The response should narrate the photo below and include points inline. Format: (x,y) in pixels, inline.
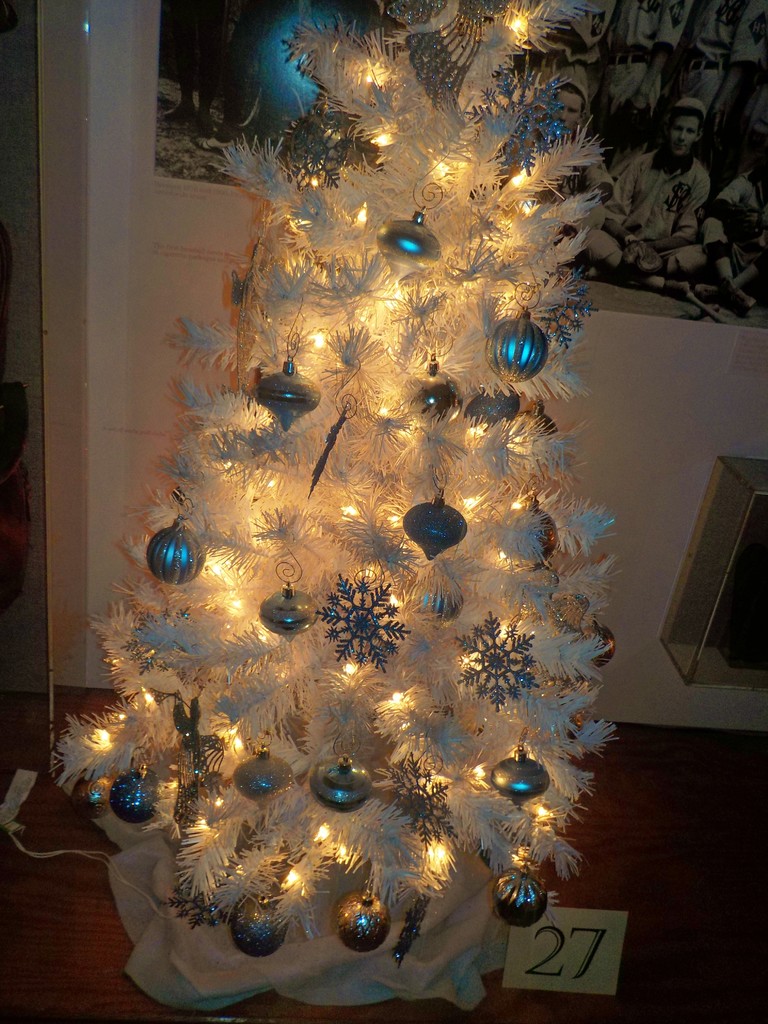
In this image there is a christmas tree (244,730) with snowflakes (439,832), hanging balls (318,781) and many other decorations (421,22), behind that there is a photo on the wall (95,514).
